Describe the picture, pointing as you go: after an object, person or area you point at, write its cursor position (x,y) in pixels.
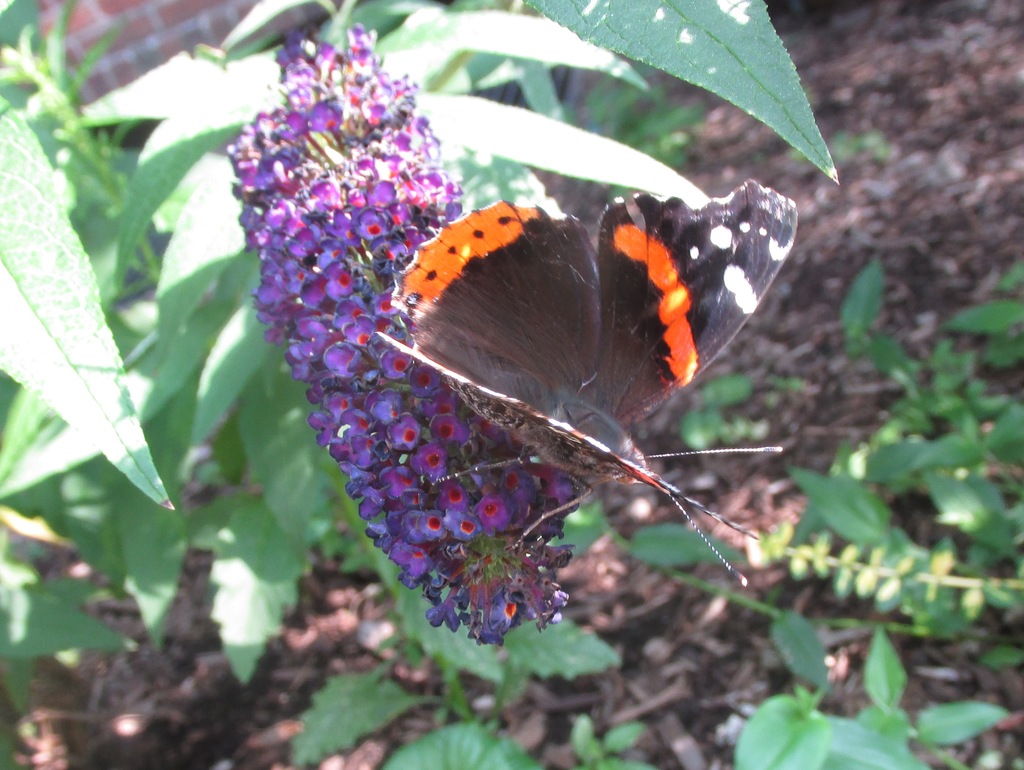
In this image we can see flowers (324,342). On the flowers (496,459) there is a butterfly (605,354). In the background (227,278) there are leaves (568,20).
